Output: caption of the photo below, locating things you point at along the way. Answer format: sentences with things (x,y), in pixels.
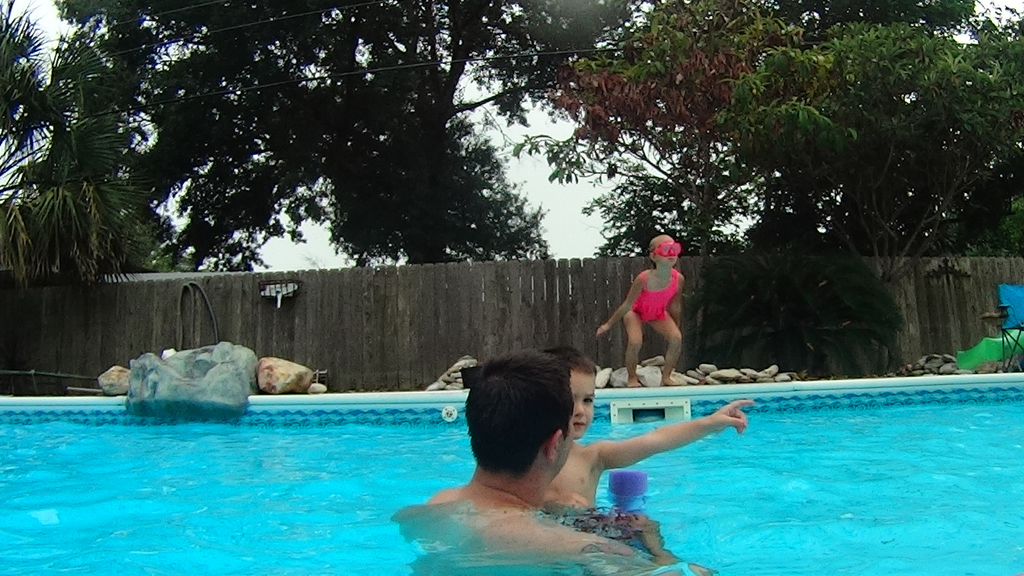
At the bottom of the image (529,539) we can see a man (490,514) and a boy (571,497) swimming in the swimming pool (224,474). In the center (669,376) there is a girl (641,301) standing. In the background (413,297) there is a fence (899,302), trees (737,140) and sky (517,189).
